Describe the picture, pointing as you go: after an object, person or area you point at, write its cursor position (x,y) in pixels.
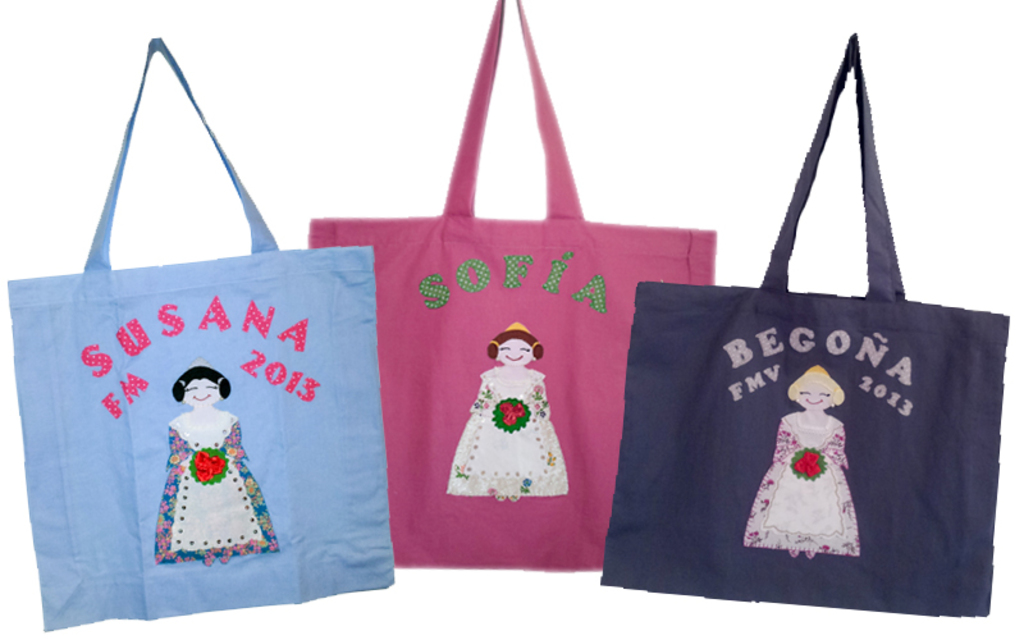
In this picture there are three handbags (289,377). The handbags (209,403) are blue, pink, black in color. On this handbags (253,483), there is a woman (244,486) holding a bouquet (207,468).
